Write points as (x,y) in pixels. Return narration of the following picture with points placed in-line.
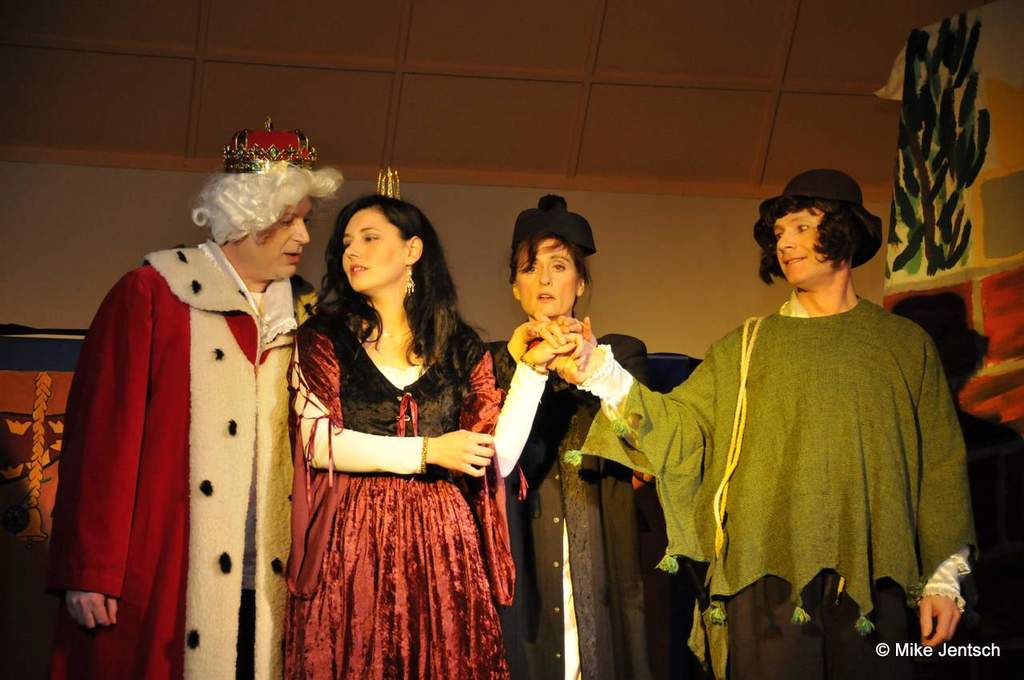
In the picture I can see a four persons (396,436). I can see a woman (490,431) in the middle of the picture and she is holding the hand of a man (613,392) who is on the right side (738,403). I can see a man (78,448) on the left side (272,342) and looks like he is having a conversation with a woman (374,255) next to him.
